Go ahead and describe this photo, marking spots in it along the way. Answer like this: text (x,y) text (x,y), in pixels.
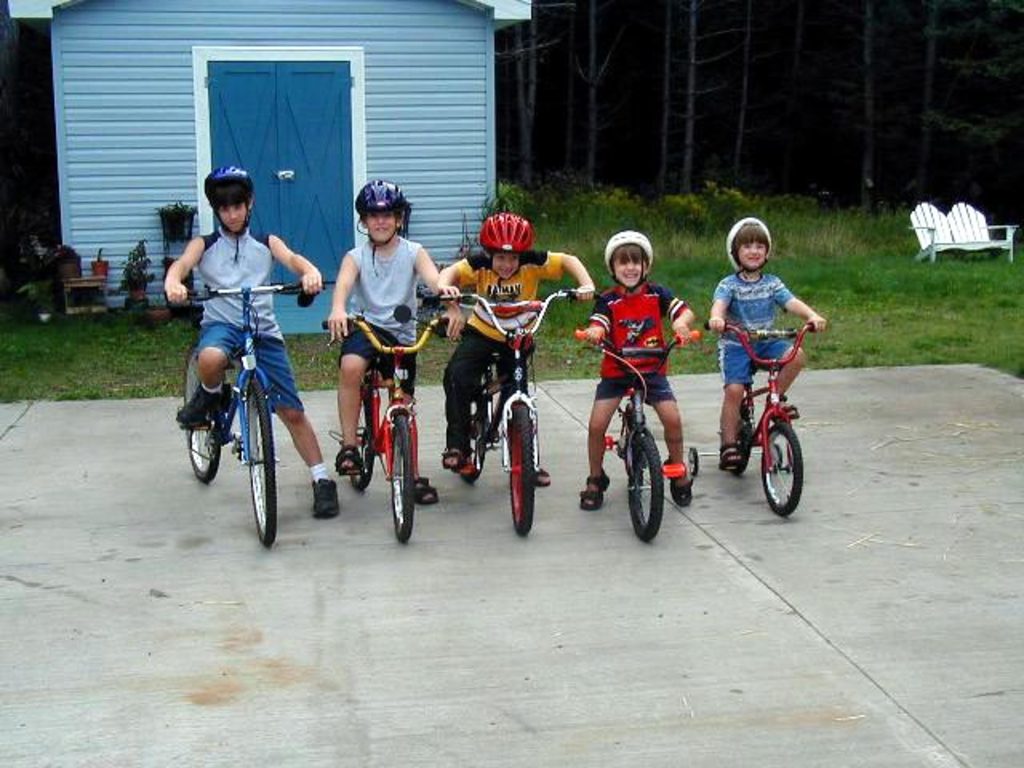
There are group of children (281,349) sitting on a bicycle (252,358) and there is a house (397,99) and trees (729,83) in the background (791,113).
